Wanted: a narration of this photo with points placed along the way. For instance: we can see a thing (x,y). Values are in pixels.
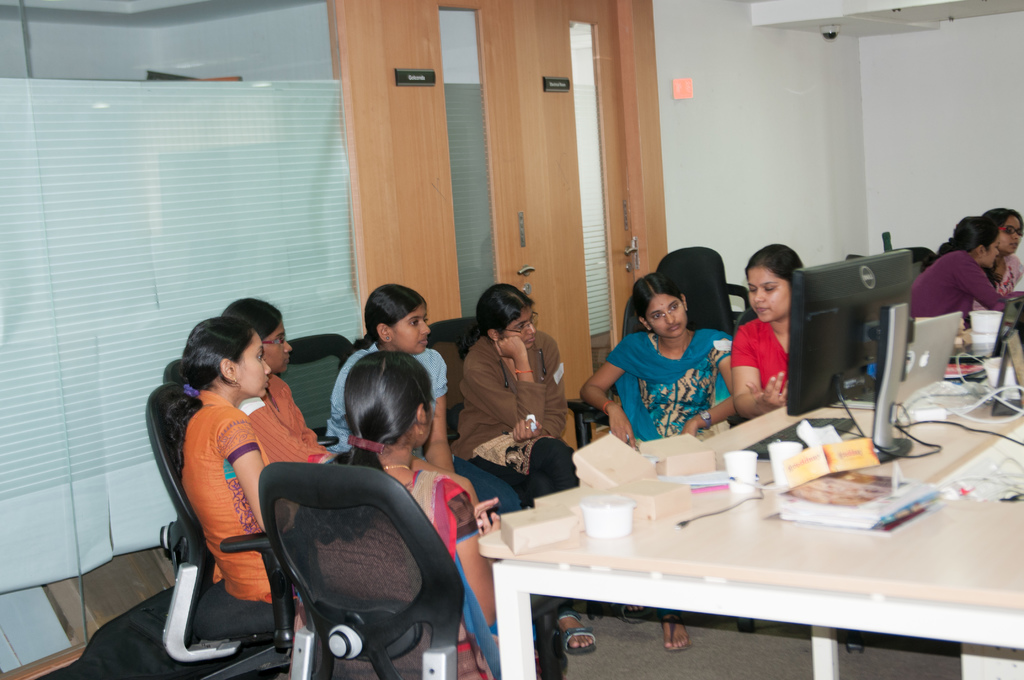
In the center (664,364) we can see few women (499,384) were sitting. In front of them we can see the table (943,519), on table (931,533) we can see monitor (896,363), glass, book (845,513) etc. Coming to the right corner (938,281) we can see two more women (982,271) were sitting. And coming to the background (538,151) we can see door (534,169), wall (731,74) and glass (238,61).
